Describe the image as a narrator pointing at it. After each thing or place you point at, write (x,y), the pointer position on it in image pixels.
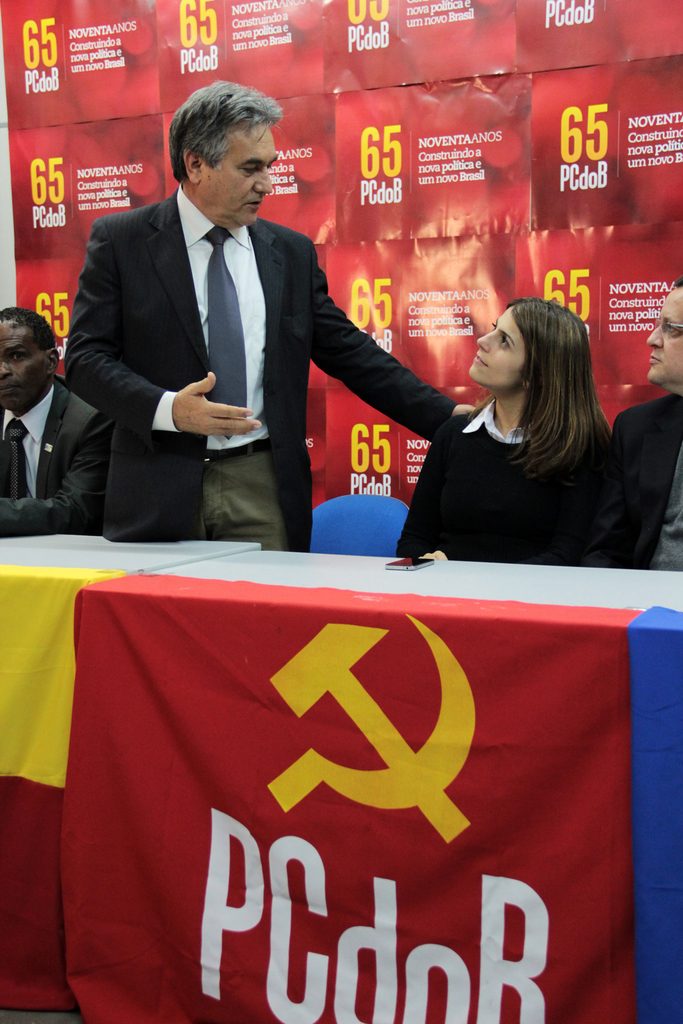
In the picture we can see a man (130,338) standing near the desk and placing his hand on the woman's shoulder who is sitting near the table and in the background (53,292) we can see the posters (111,187).
